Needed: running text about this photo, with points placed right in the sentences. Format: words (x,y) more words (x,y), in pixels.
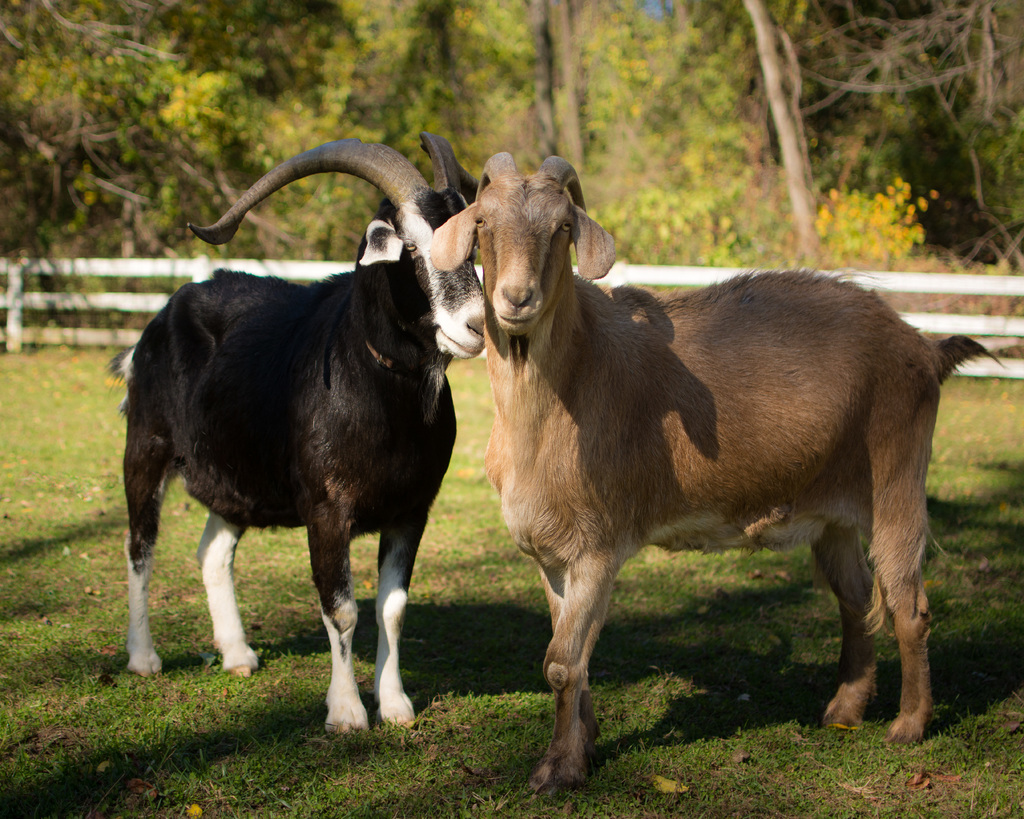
In this picture we can see two goats (528,276) on the grass (369,718). There is some fencing (998,278) visible from left to right. There are a few trees (514,80) visible in the background (735,210).
